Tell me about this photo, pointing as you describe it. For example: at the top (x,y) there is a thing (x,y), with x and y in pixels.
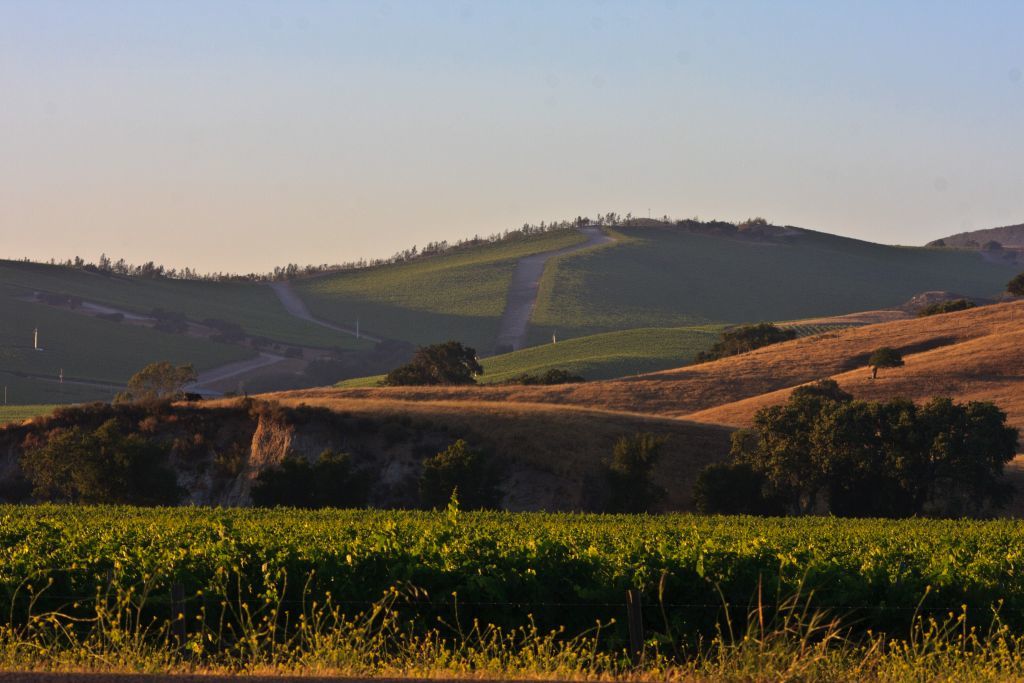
In this image we can see the hills (437,325), trees (789,435) and also the plants (506,534). We can also see the sky (568,94).
